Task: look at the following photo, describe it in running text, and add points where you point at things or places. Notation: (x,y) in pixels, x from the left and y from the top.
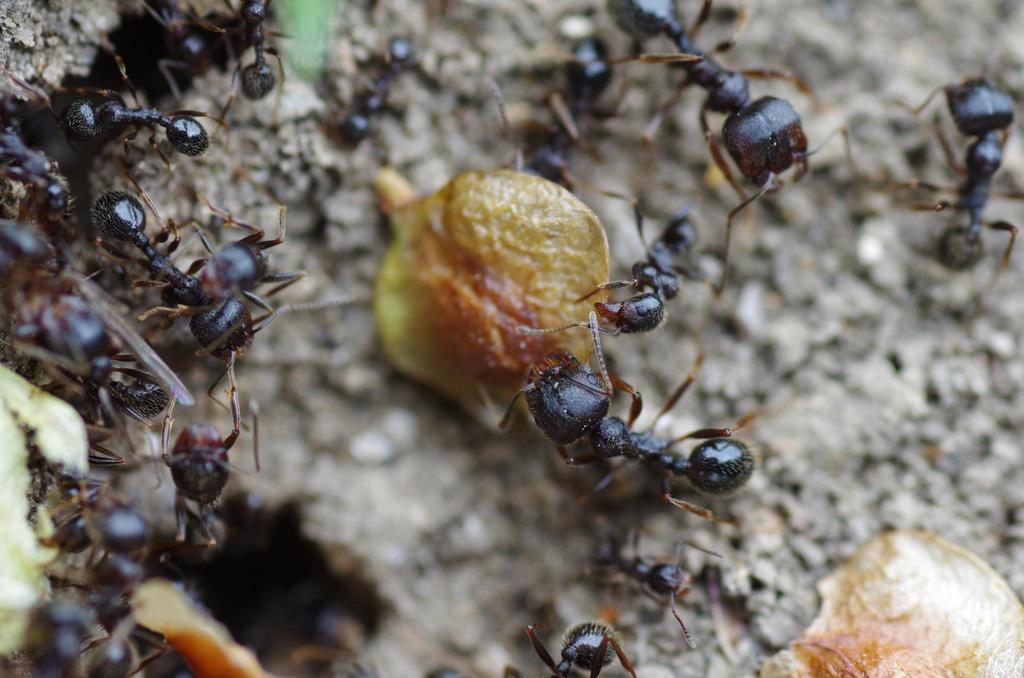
In this image, we can see ants (670,449) and few objects (930,662) are on the surface (364,196).
